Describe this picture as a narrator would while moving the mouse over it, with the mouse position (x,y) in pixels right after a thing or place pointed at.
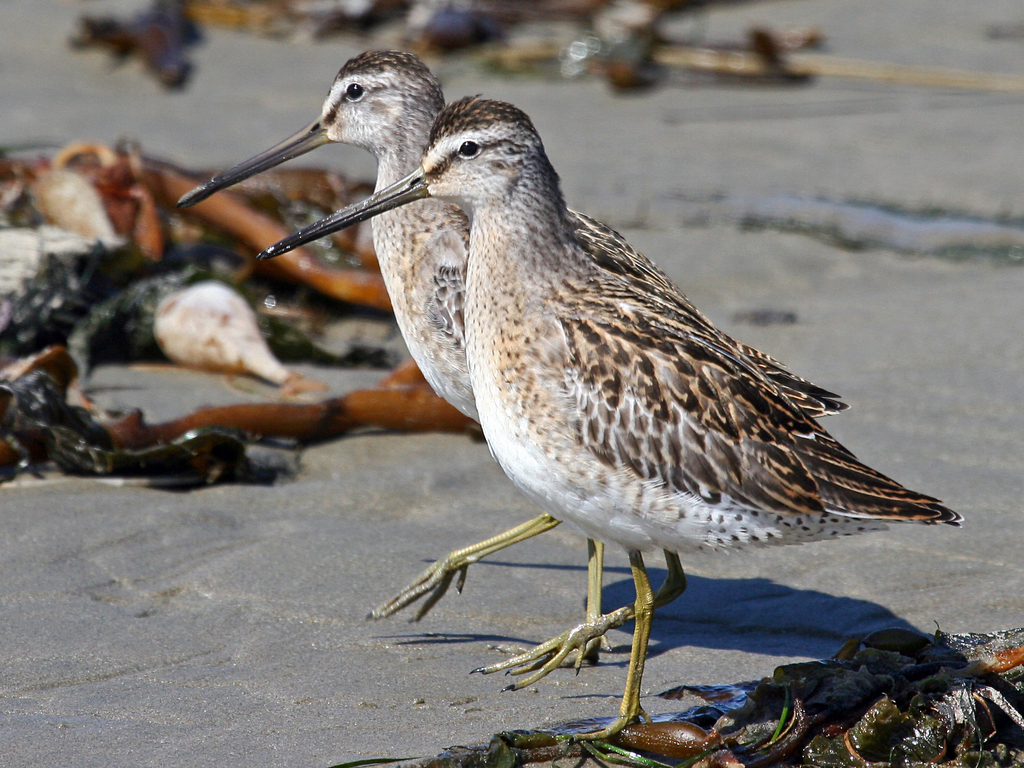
In this image we can see birds (583,321) on the ground (530,504), they are in brown color, there is the eye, there is the beak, there are legs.
